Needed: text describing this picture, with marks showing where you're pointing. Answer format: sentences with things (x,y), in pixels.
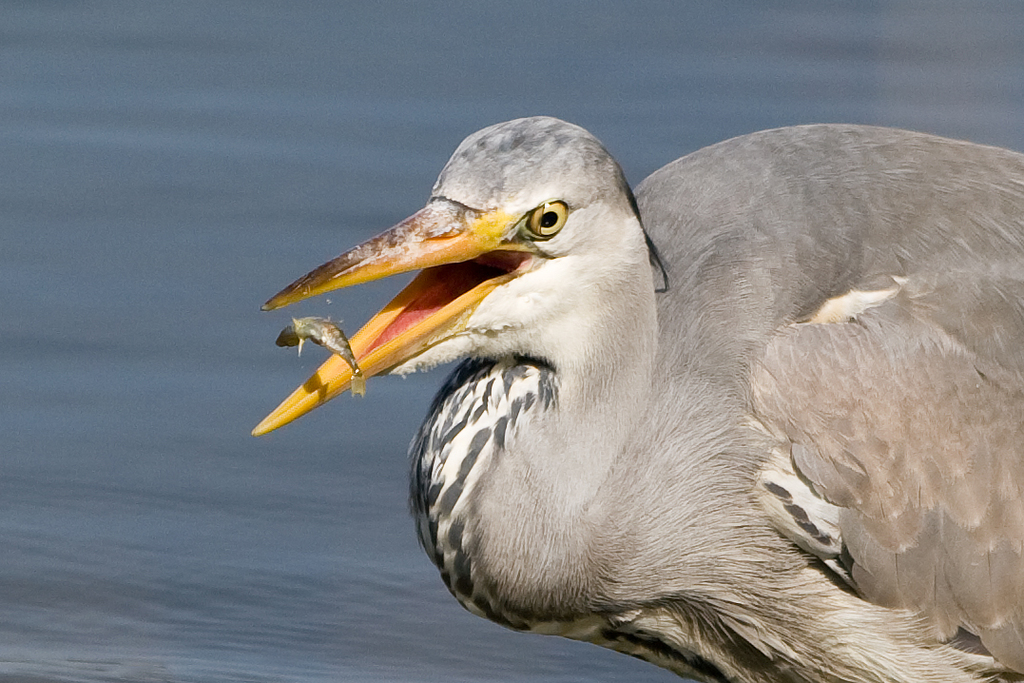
In the foreground of the image (473,563) there is a bird (554,320). There is a fish (291,336). In the background of the image (138,172) there is water (269,68).
